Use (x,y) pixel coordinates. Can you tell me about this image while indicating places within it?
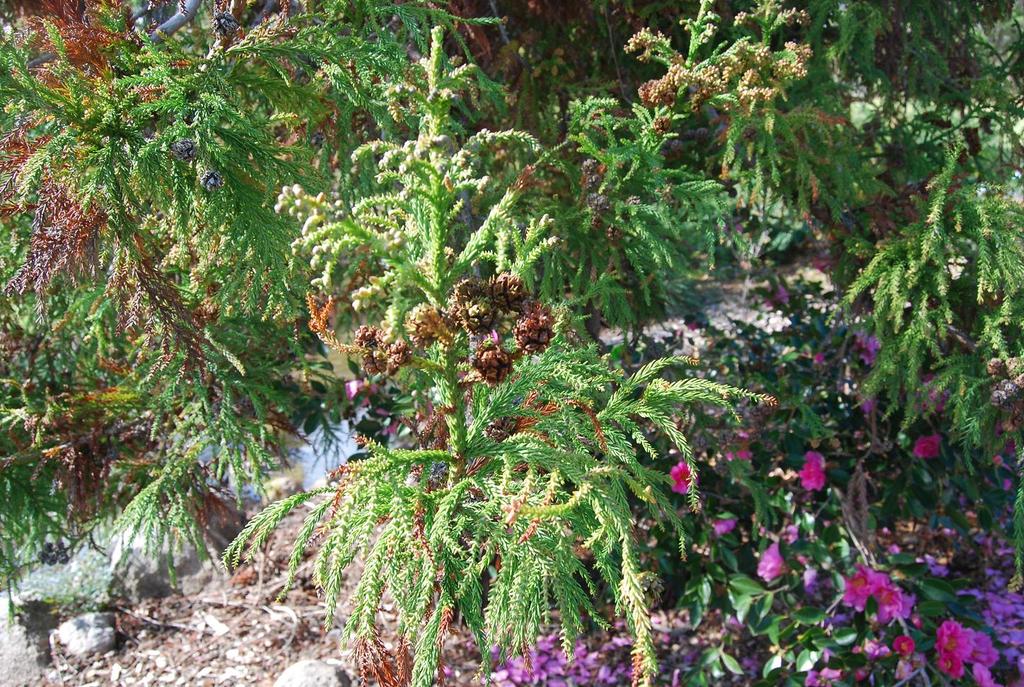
In this picture we can see stones (160,549), sticks (307,616) on the ground (279,644), flowers (962,645) and in the background (589,258) we can see plants (624,171).
